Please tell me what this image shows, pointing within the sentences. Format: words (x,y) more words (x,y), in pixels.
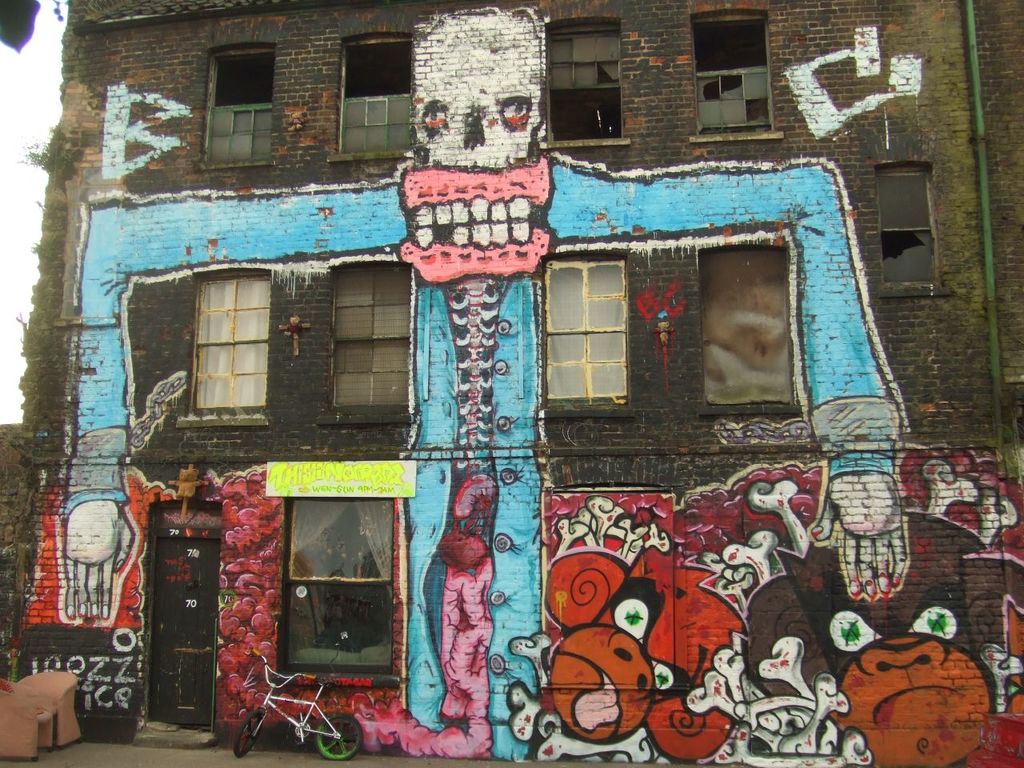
In this picture we can see the buildings (522,136). On the wall (508,83) we can see the painting (941,767) of a person (458,416) and monkeys (647,715). At the bottom (274,706) there is a bicycle (326,680) near to the windows (291,576) and door (183,631). On the left (7,202) we can see the trees (25,333) and sky (39,195). On the right (999,323) there is a pipe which is near to the window (889,178).
